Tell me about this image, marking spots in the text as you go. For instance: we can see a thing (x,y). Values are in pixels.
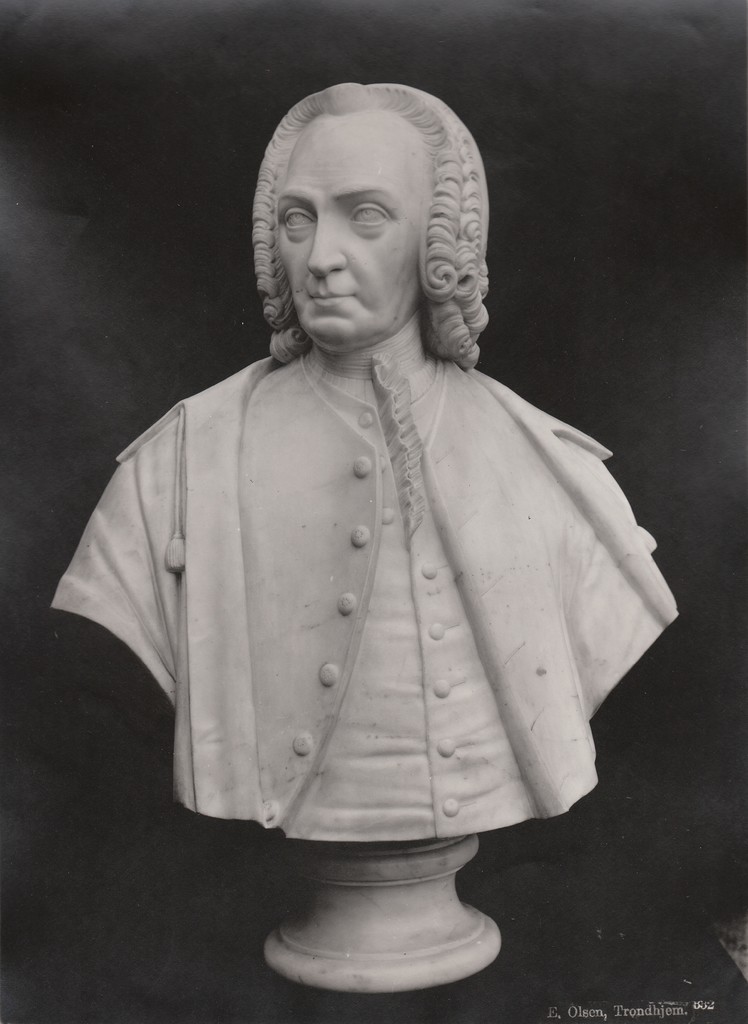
In this image we can see a sculpture (310,696) of a person (365,533). The background of the image (14,183) is dark. Here we can see the watermark (576,1007) on the bottom right side of the image (583,1020).
